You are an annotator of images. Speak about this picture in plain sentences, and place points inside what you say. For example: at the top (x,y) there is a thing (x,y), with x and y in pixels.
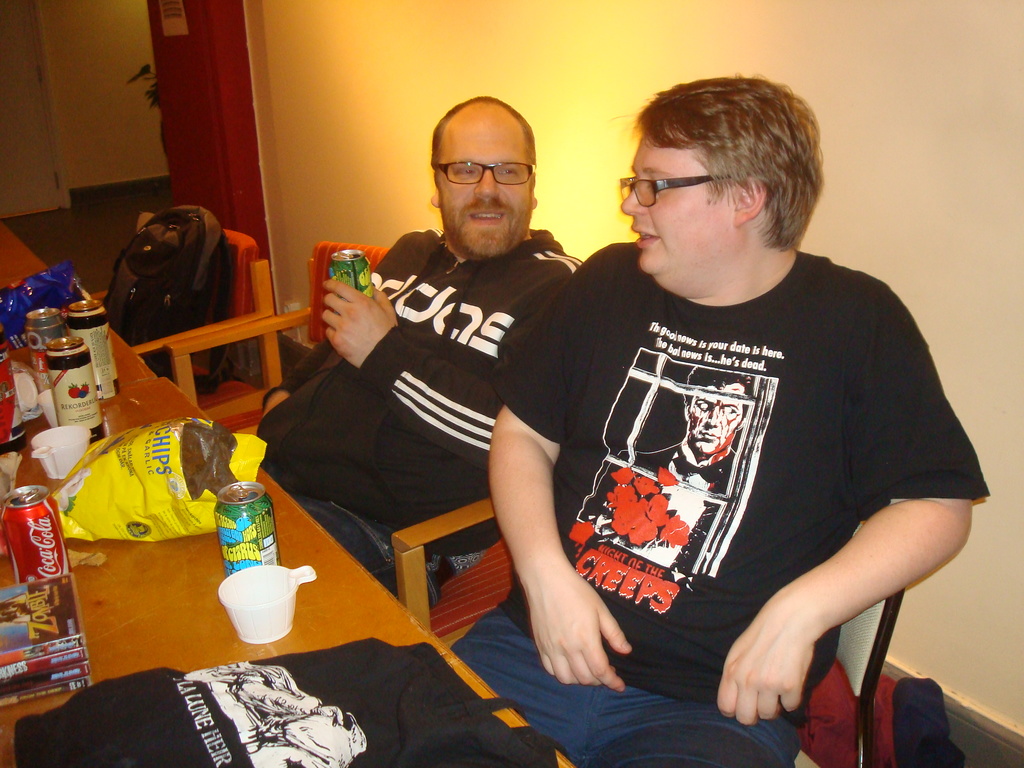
This picture shows the inner view of a room (269,160). There is one white door (39,167), one plant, one paper (169,21) attached to the wall (162,40), three chairs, one bag (160,258) is on the chair (236,307), two persons (488,386) sitting on the chair (255,327) and one person (390,303) holding a green tin (343,276). So many different objects (74,529) are on the table (149,655) and one object (912,745) on the surface (58,224).
